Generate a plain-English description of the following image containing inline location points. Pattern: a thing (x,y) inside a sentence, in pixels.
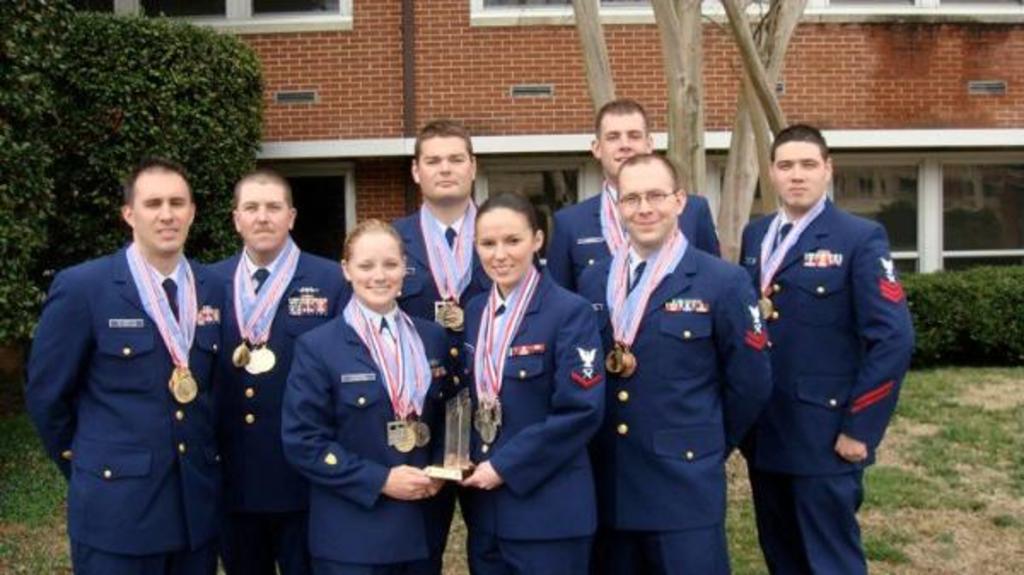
There are persons (115,293) in navy blue color dresses (106,306), wearing medals (187,343), smiling and standing. Two of them are holding a memento (466,415). In the background (42,82), there are trees (175,55), plants (125,109) and a building (854,49) having windows (879,7) and brick walls (572,78).
